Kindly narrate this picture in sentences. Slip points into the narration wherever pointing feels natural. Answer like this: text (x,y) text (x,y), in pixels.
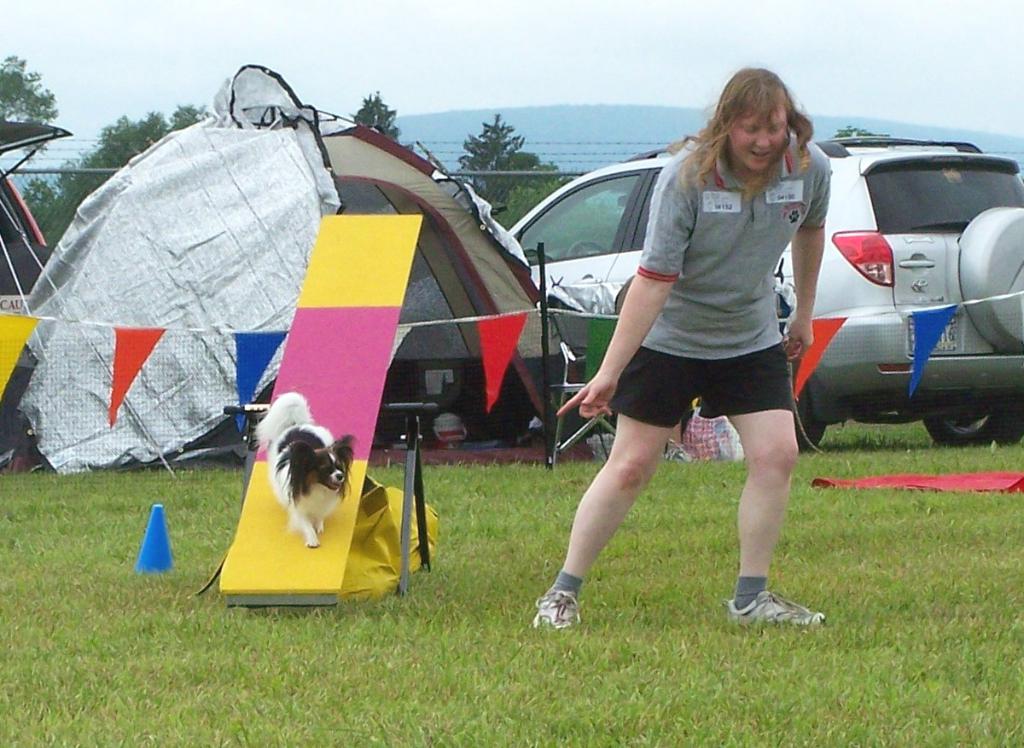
In this image I can see a person (723,222) standing on grass (504,625) and in the background (177,48) I can see the sky (177,48) and trees (513,188) and the hill (549,151) and in the middle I can see a car (584,201) and tent house (226,280), in front of the tent house (63,340) I can see a rope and some colorful papers (595,349) attached to the rope (577,309) and in the middle (361,253) I can see a dog (328,439) standing on slider board (366,334).
